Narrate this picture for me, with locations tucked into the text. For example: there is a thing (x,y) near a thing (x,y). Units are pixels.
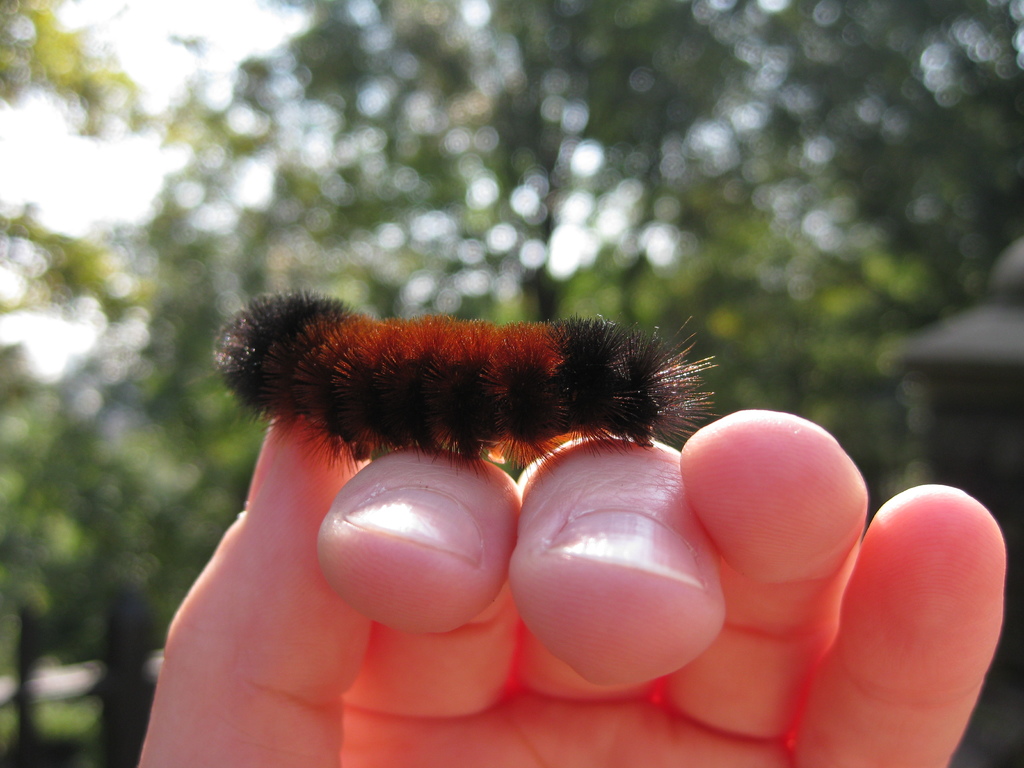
In this picture we can see an insect (548,407) on a person hand (668,517) and in the background (48,483) we can see trees (424,243), sky (148,162) and it is blurry.
